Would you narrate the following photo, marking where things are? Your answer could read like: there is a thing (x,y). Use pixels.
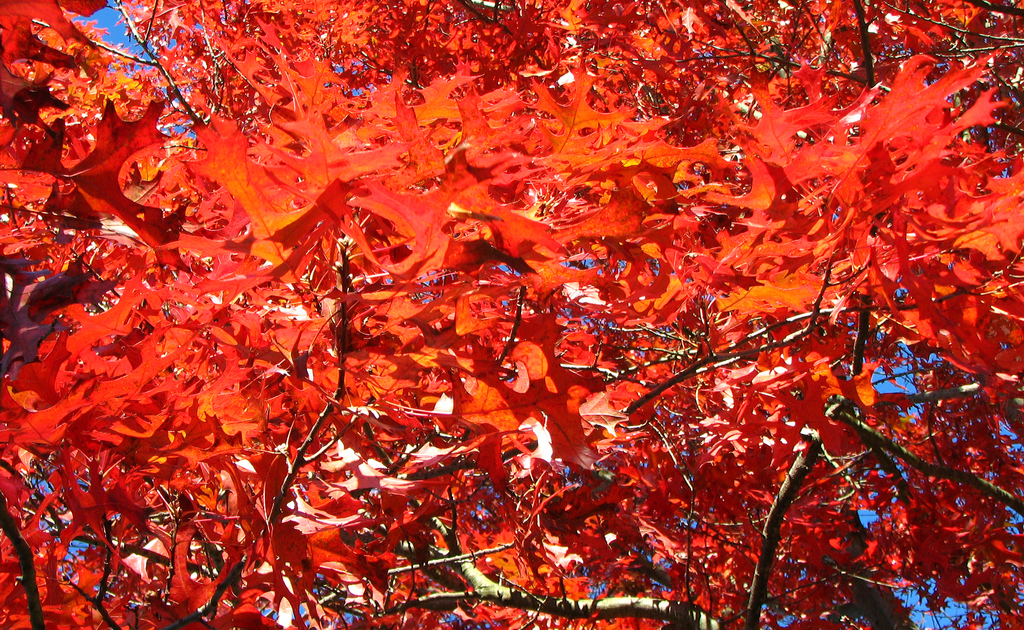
In this picture there are many red color leaves (640,313) on the tree (542,459).
